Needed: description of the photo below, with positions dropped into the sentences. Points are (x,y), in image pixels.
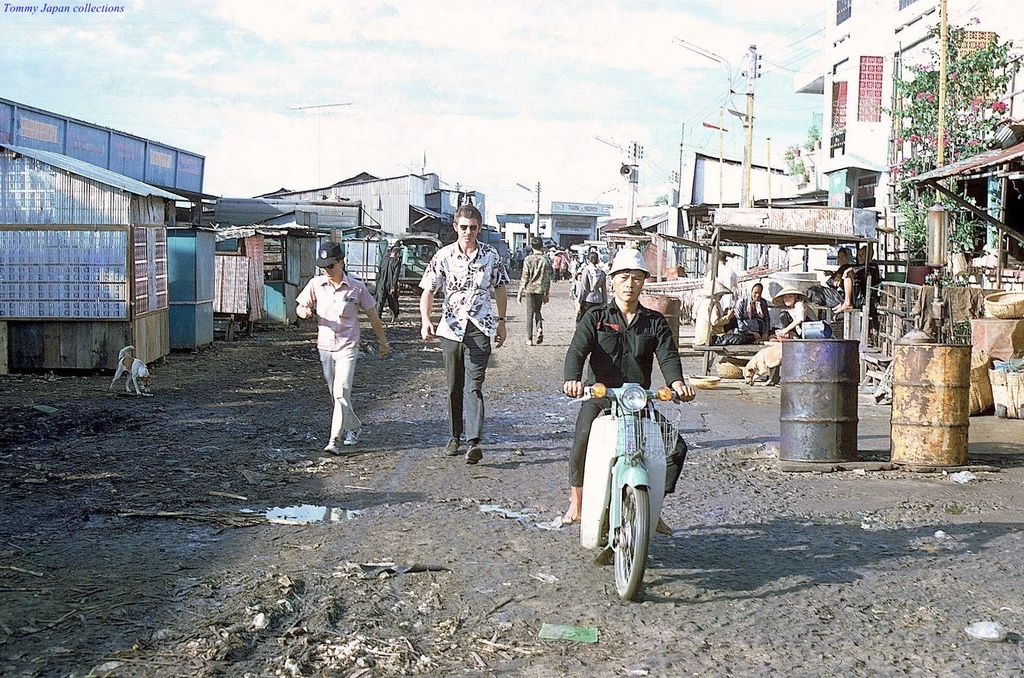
In this picture I can see there are few people (332,422) walking on the road (384,376) and there is a person (616,335) riding a motor cycle (609,447) and on to right (865,172) and left there are buildings (869,183) here and there are electric poles (634,144) and street light poles (722,61) with speakers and the sky (290,75) is cloudy and there is a water mark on the top left corner (18,7).
